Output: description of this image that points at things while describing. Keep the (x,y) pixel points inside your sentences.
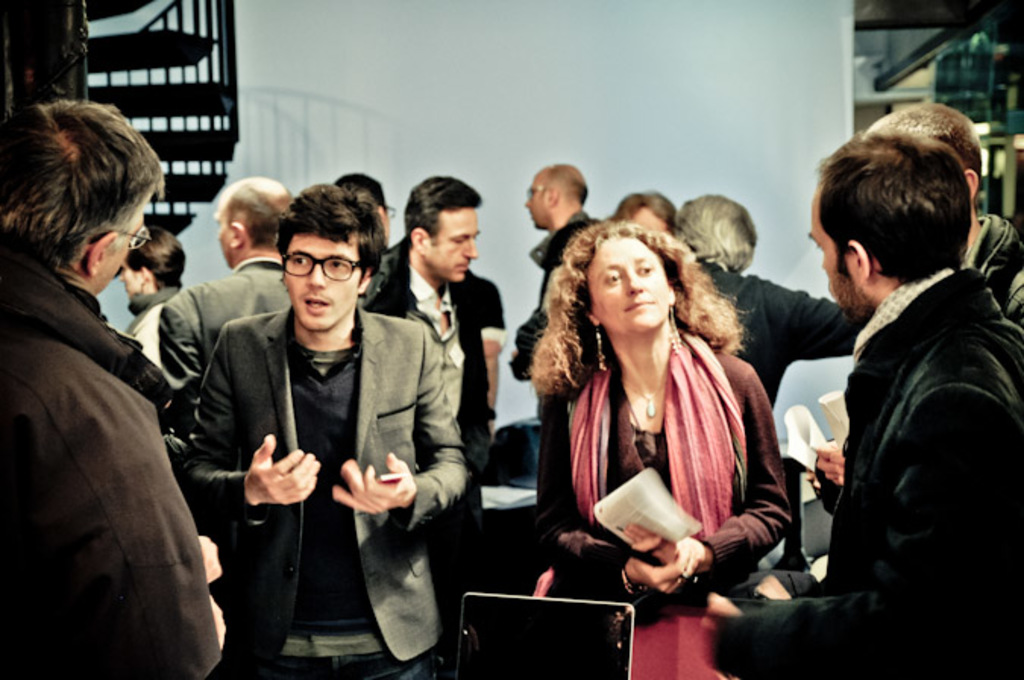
In this image there is a woman (677,431) wearing a scarf (609,431). Before her there is a laptop (561,664). Beside her there is a person (346,391) wearing spectacles (315,258). There are people (261,373) on the floor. Left top there is a staircase (108,16). Background (272,16) there is a wall (302,3).
